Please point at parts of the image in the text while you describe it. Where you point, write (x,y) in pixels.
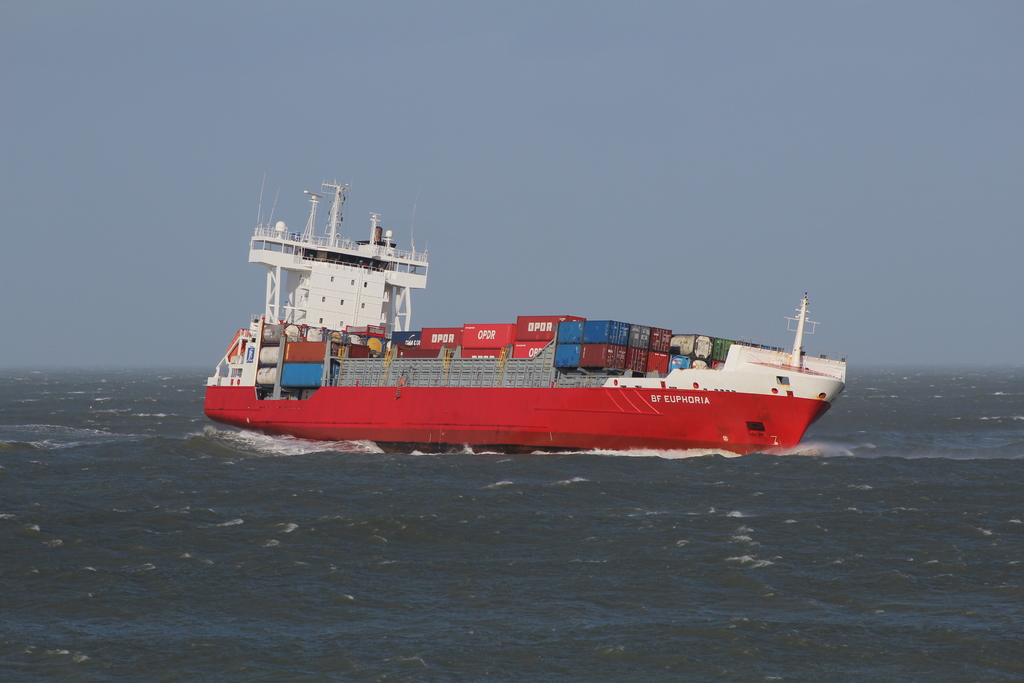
In this picture we can see ship (305,242) above the water (541,527). In the background of the image (703,164) we can see the sky (753,146).
